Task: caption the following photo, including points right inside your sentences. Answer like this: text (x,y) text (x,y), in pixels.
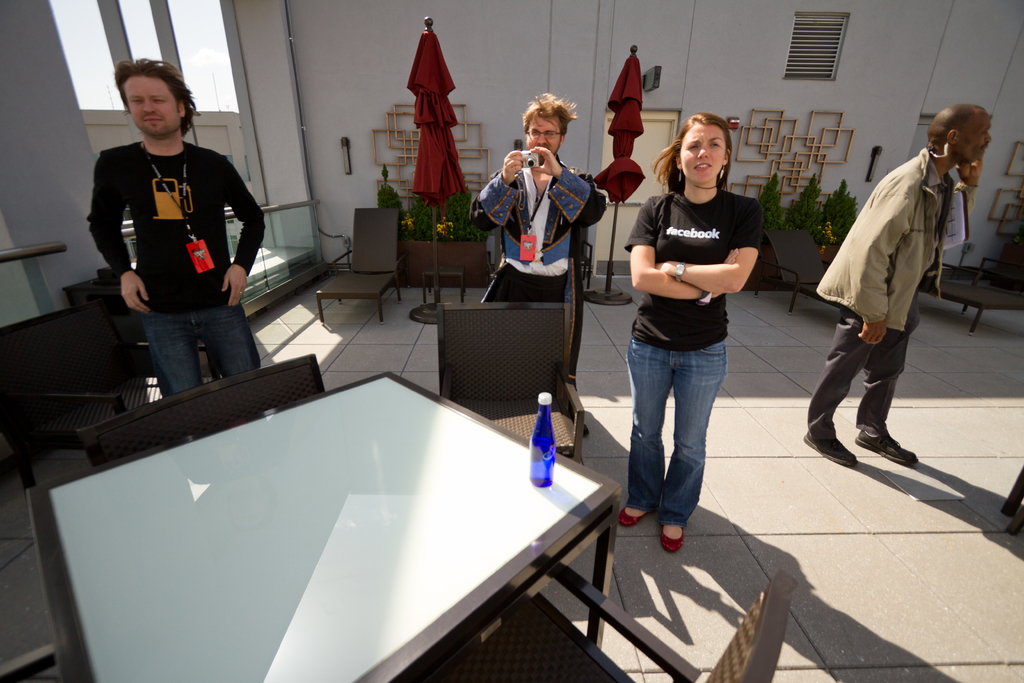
Here in the center (645,278) we can see two persons (672,189) were standing. On the left side (217,217) we can see one person (217,224) is standing. And on the right side (910,247) we can see another person (918,234) is standing. In front of them we can see the table (349,552) and chairs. And coming to the background (577,64) we can see the wall (455,59).
